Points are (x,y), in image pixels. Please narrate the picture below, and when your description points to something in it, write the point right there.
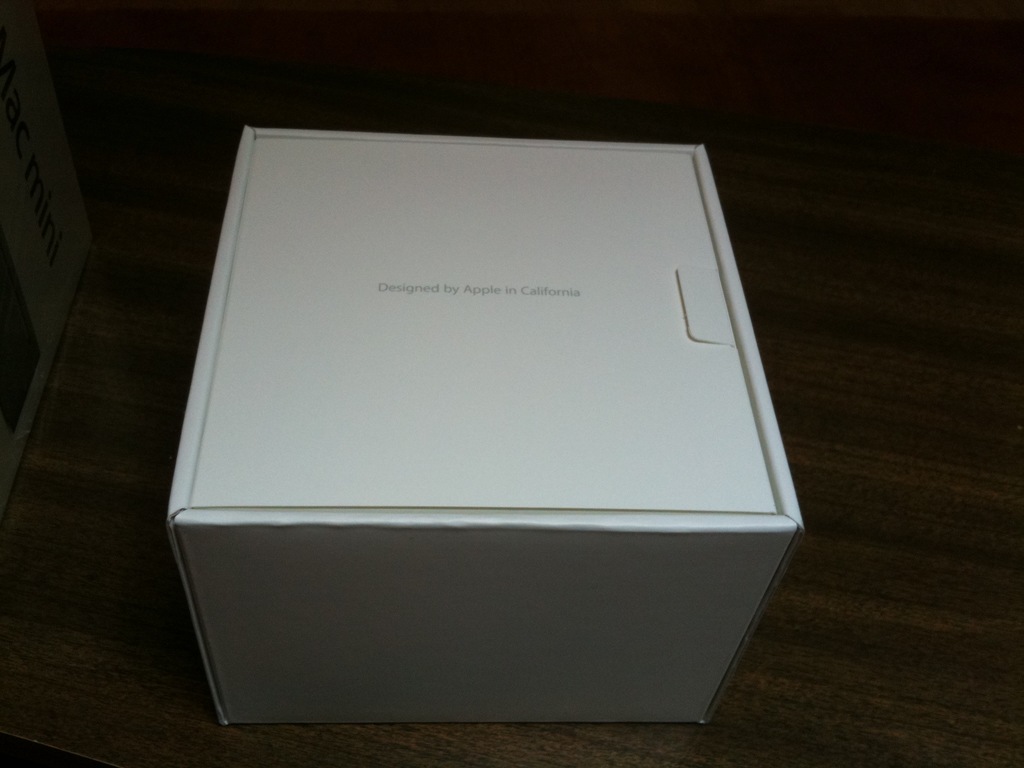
In the middle of this image (588,342), there is a white color box (644,449), on which there is a text (577,291). This box (185,424) is placed on a surface (803,655). And the background (659,3) is dark in color.
